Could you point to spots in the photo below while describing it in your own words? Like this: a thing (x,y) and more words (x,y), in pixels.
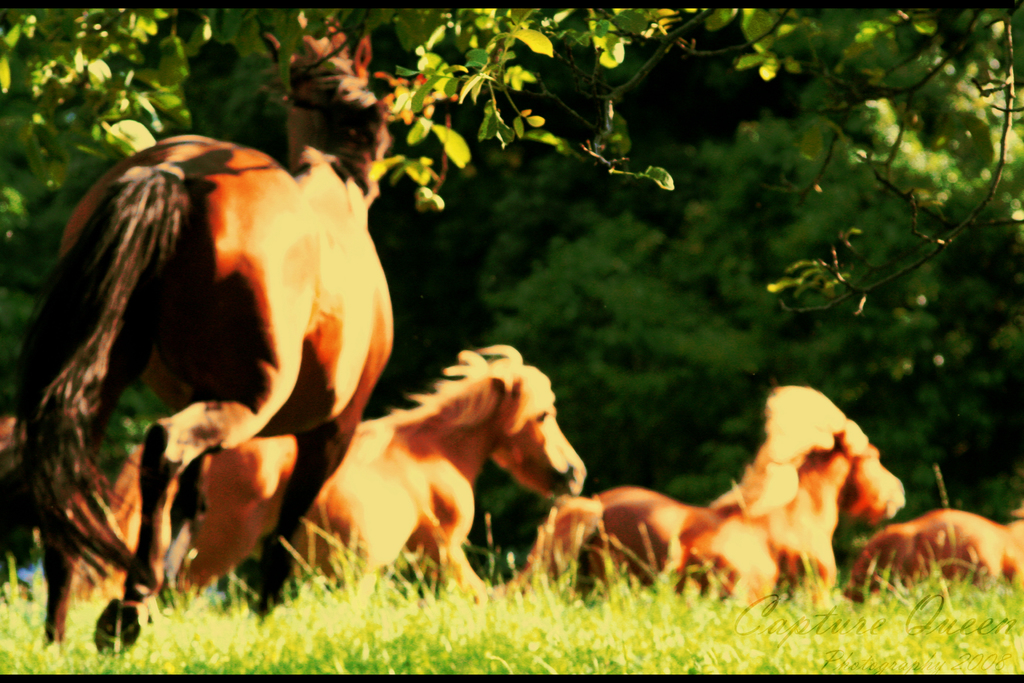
In this image there are horses (901,527) running on the surface (538,637) of the grass (553,638). At the back side (648,266) there are trees (474,101).
